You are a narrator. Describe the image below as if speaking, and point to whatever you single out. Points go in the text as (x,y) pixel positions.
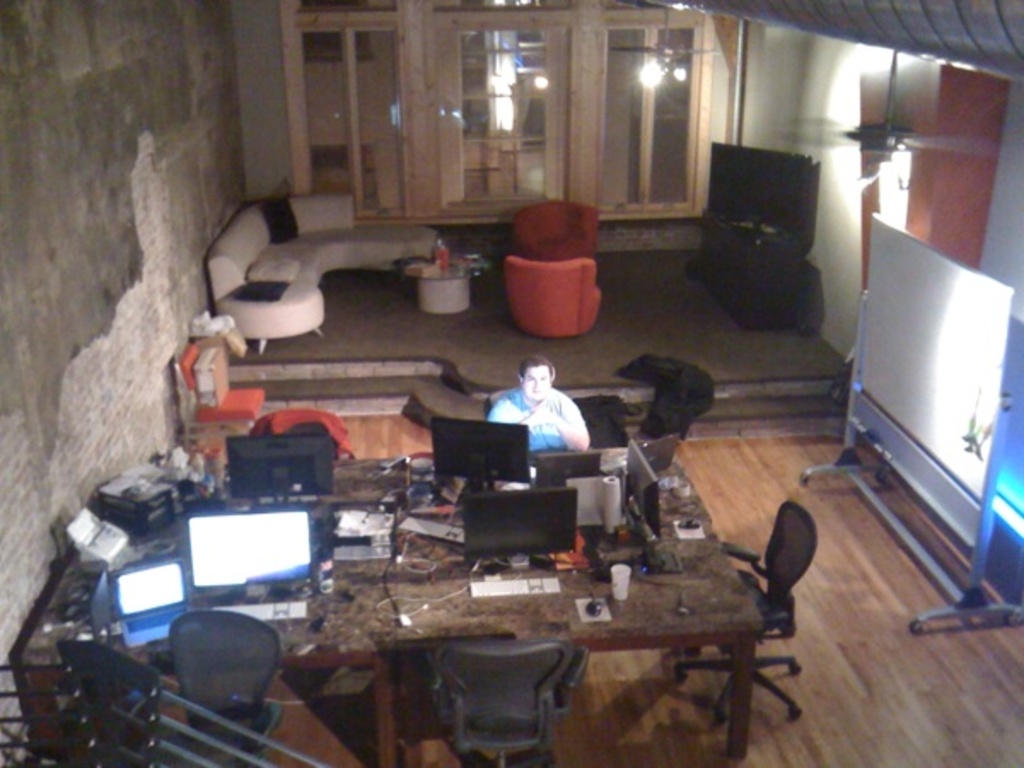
In this image I can see the brown colored floor (867,698), the brown colored table (710,637) and on the table (640,609) I can see few monitors (486,506), few electronic gadgets (494,593), few wires (395,531) and few other objects (407,522). I can see chairs (444,646) around the table (354,580), a person (519,407) sitting on a chair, a white colored board (907,404), few couches (298,266) which are white, black and orange in color, a fan (818,136) to the ceiling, the wall (785,110) and few glass doors (617,65) in which I can see the reflection (510,91) of few lights (510,91).
